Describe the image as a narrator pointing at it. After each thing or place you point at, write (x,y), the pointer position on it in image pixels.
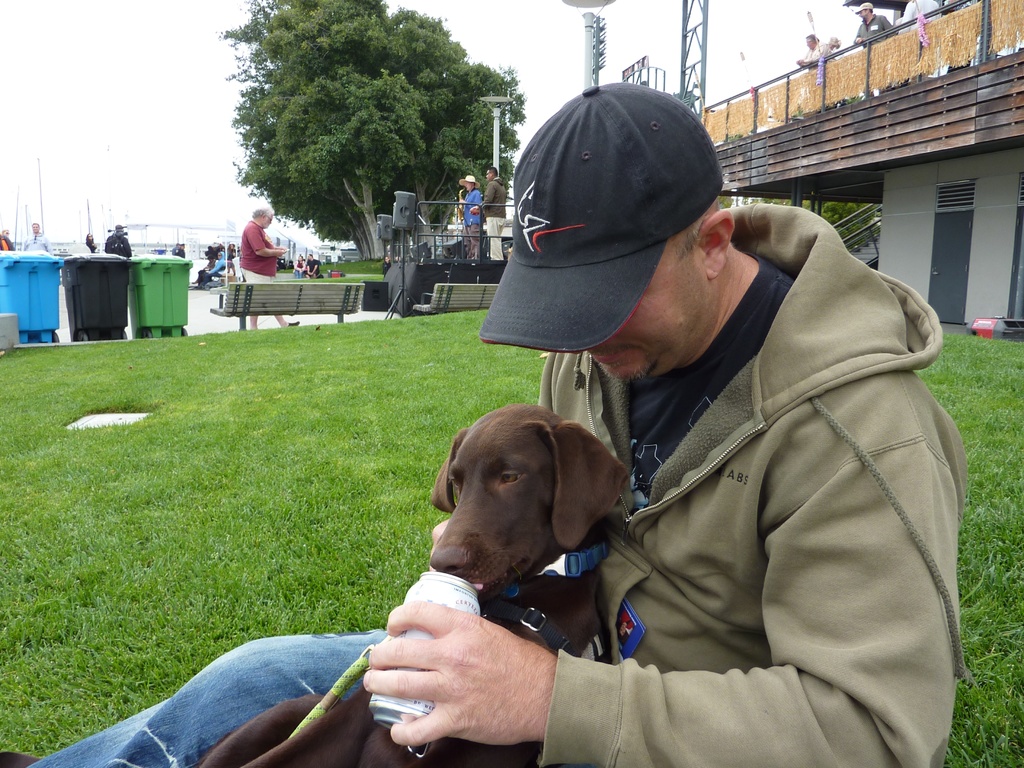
On the background (168,74) we can see sky (194,87), tree (344,99). This is a balcony (931,79). We can see few persons (885,35) standing near to it. We can see few persons (276,255) standing and walking on the road (204,298). These are trash cans (160,300). This is a grass (283,485). These are benches (446,301). We can see one man (816,334) sitting on a grass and feeding a dog (475,566). He wore a cap (598,230) in black colour.
